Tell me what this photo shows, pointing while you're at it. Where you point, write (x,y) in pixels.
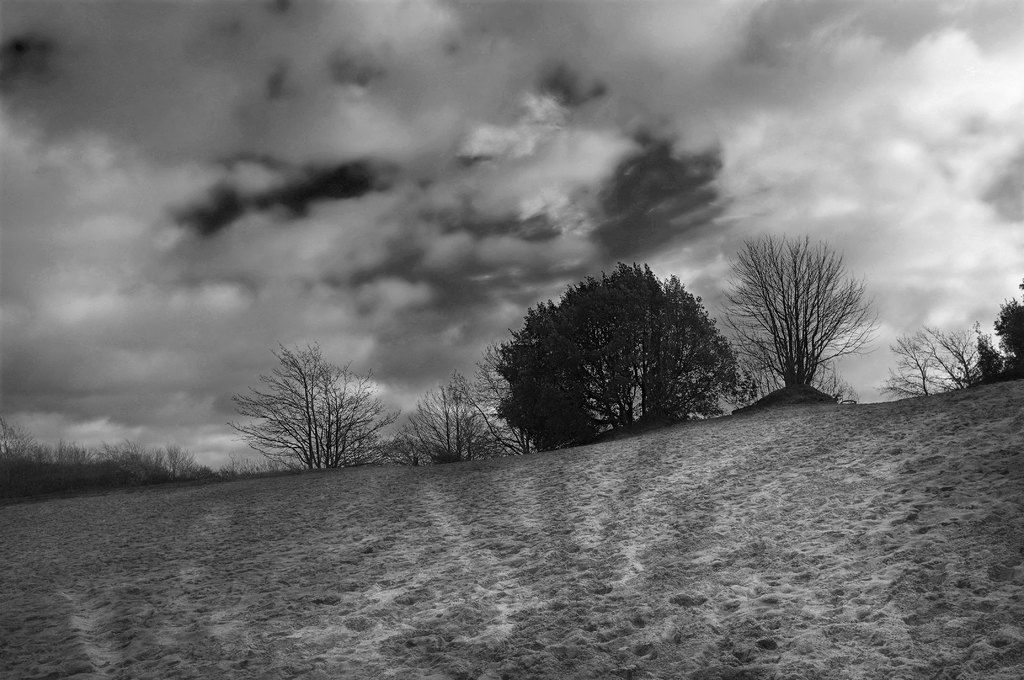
This is a black and white picture, in the back (351,446) there are trees (594,391) on the land (354,485) and above its sky (525,197) with clouds (319,152).
